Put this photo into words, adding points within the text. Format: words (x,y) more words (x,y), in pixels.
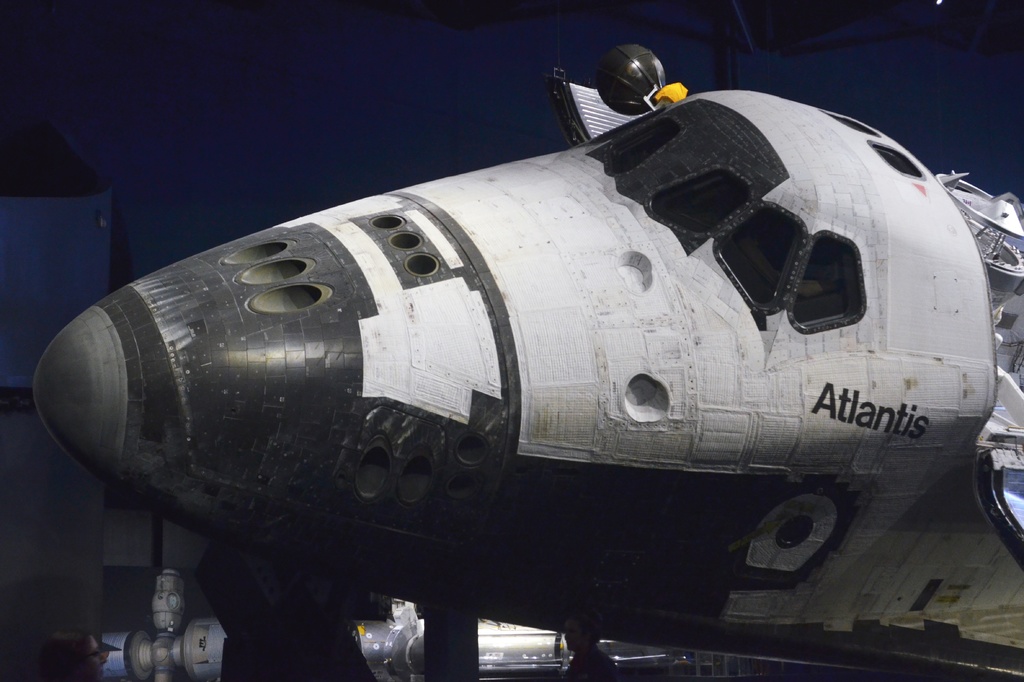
In this image we can see an aircraft (481,465).
